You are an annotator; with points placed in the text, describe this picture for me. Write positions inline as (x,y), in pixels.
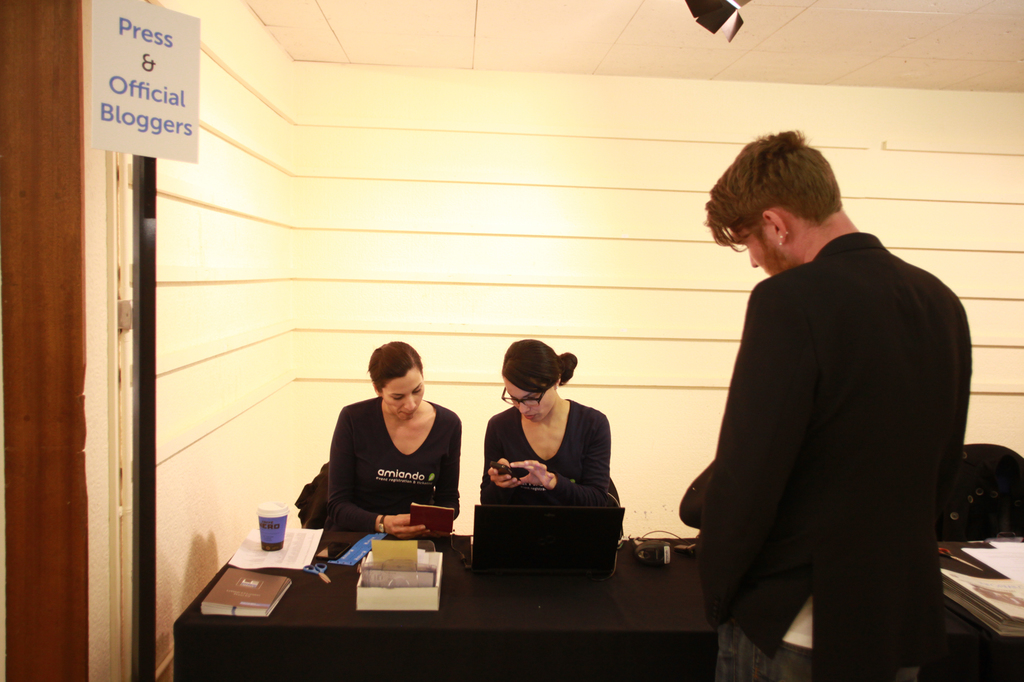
This is a wall (510,229). Here we can see two women (488,424) sitting on chairs (616,484) in front of a table (426,651) and on the table (499,641) we can see glass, diary (271,592), papers (298,555), laptop (487,552). We can see one man (803,417) standing near to the table (614,594). At the left side of the picture (115,36) we can see a board (193,25) over a stand (140,374).
